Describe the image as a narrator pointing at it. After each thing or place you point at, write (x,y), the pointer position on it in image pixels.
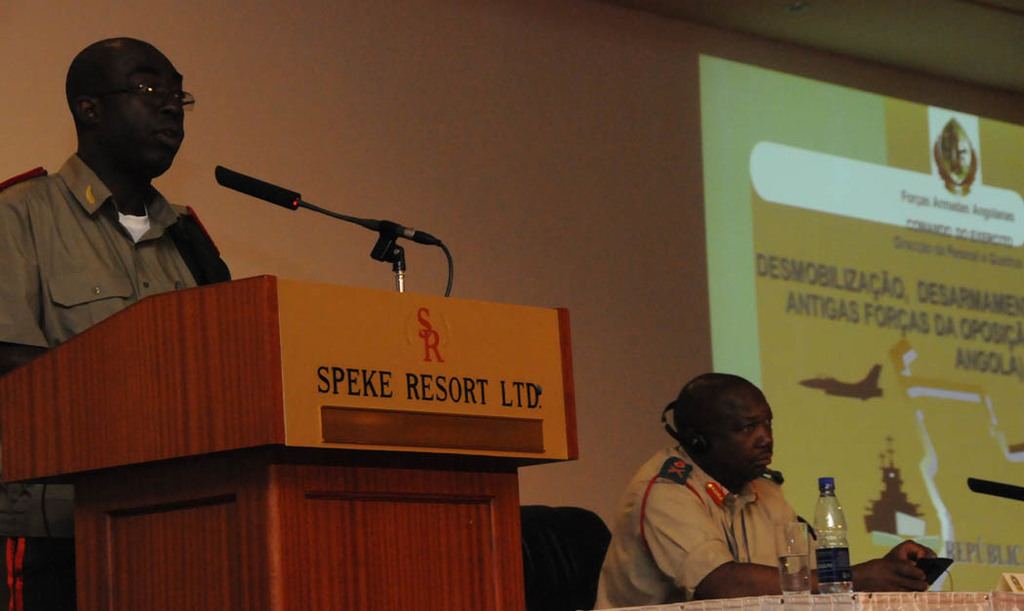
The person (131,222) in the left (128,240) is standing in front of a wooden table (307,501) and speaking in front of a mic (270,185) and there is another person (769,481) sitting beside him and there is a projected image (878,274) in the right corner (907,288).
